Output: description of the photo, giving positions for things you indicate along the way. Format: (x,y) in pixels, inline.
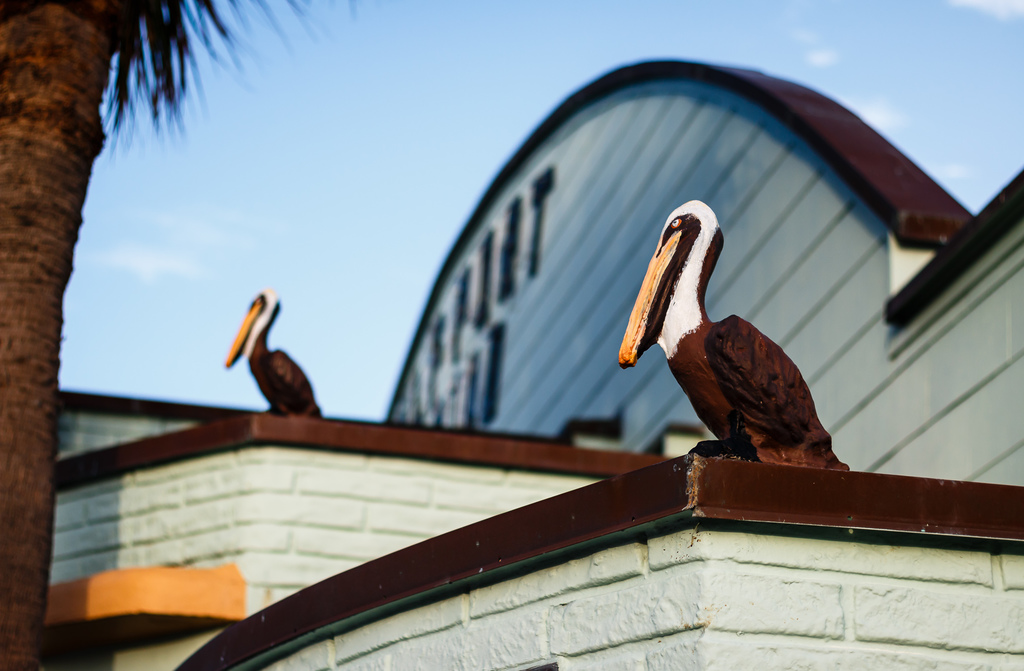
In this picture I can see two sculptures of birds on the building (747,284), there is a tree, and in the background (315,121) there is the sky (574,23).
